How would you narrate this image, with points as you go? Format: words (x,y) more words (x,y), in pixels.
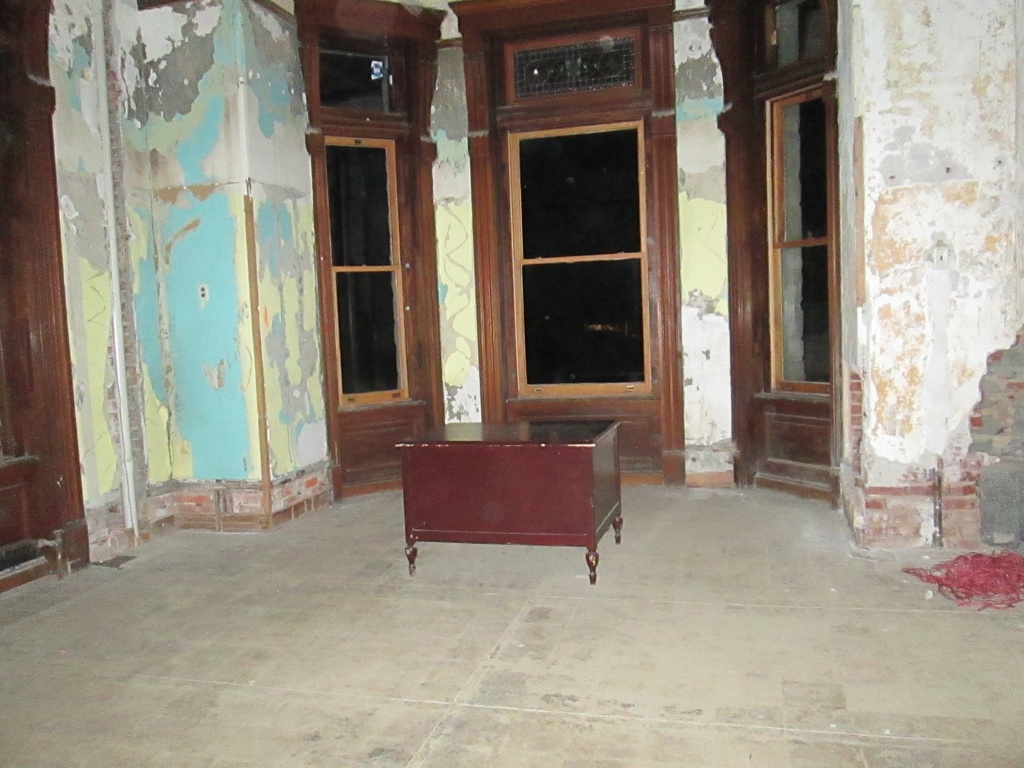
In this picture we can see a table (459,521) and an object (963,567) on the floor (437,581). Behind the table (429,445), there are windows (375,204) and wall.
